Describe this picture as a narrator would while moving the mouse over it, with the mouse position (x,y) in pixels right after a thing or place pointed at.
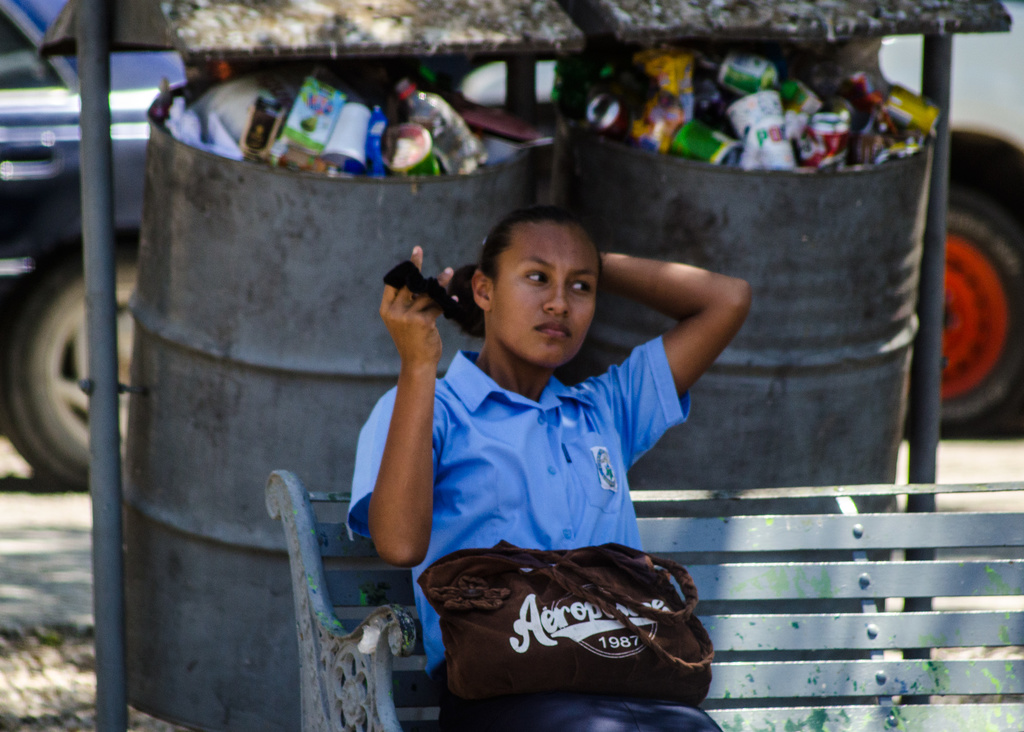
There is a lady (485,402) sitting on a bench (755,621). There is a brown color bag (545,635) with something written on that is on her lap (564,704). In the back (539,200) there are barrels (493,182). Inside that there are wastes (456,112) like bottles (441,121), cups (769,111) and many other things (397,119). Also there is a shed (233,44) with poles (937,247) for the barrels (872,204). In the background (54,179) there are vehicles (989,137).
